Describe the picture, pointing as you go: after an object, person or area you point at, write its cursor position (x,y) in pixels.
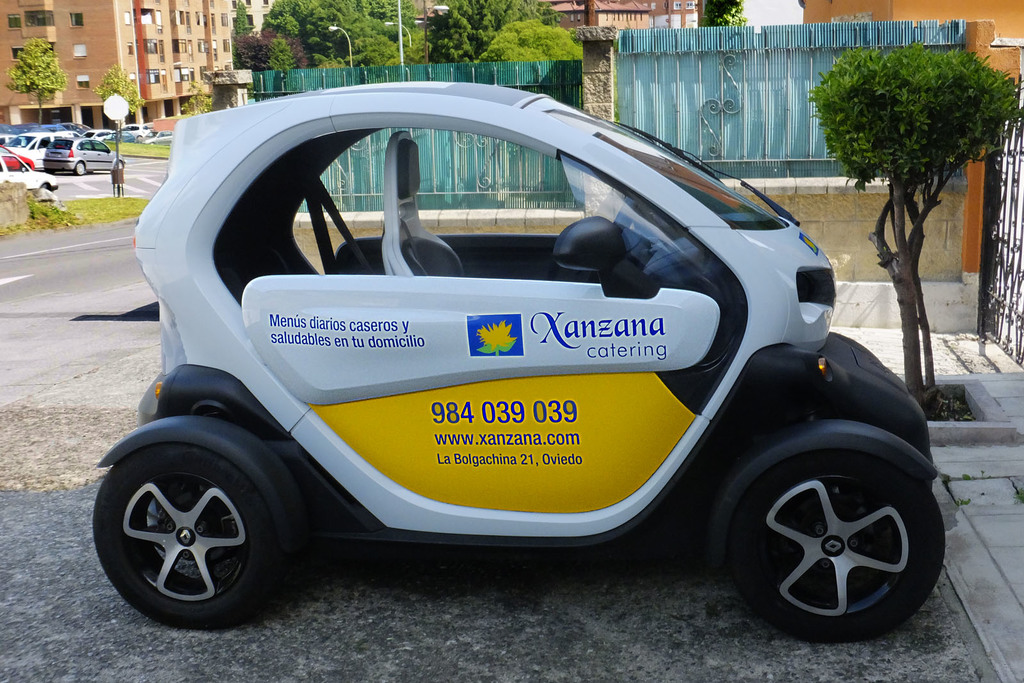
In the center of the image (469,316) we can see one vehicle (382,407), which is in white, yellow and black color. On the vehicle (647,488), we can see some text (564,409). In the background (61,86), we can see buildings (47,9), windows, fences (376,144), trees (449,6), poles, one sign board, grass (80,203), few vehicles (85,158) on the road (72,186) and a few other objects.
